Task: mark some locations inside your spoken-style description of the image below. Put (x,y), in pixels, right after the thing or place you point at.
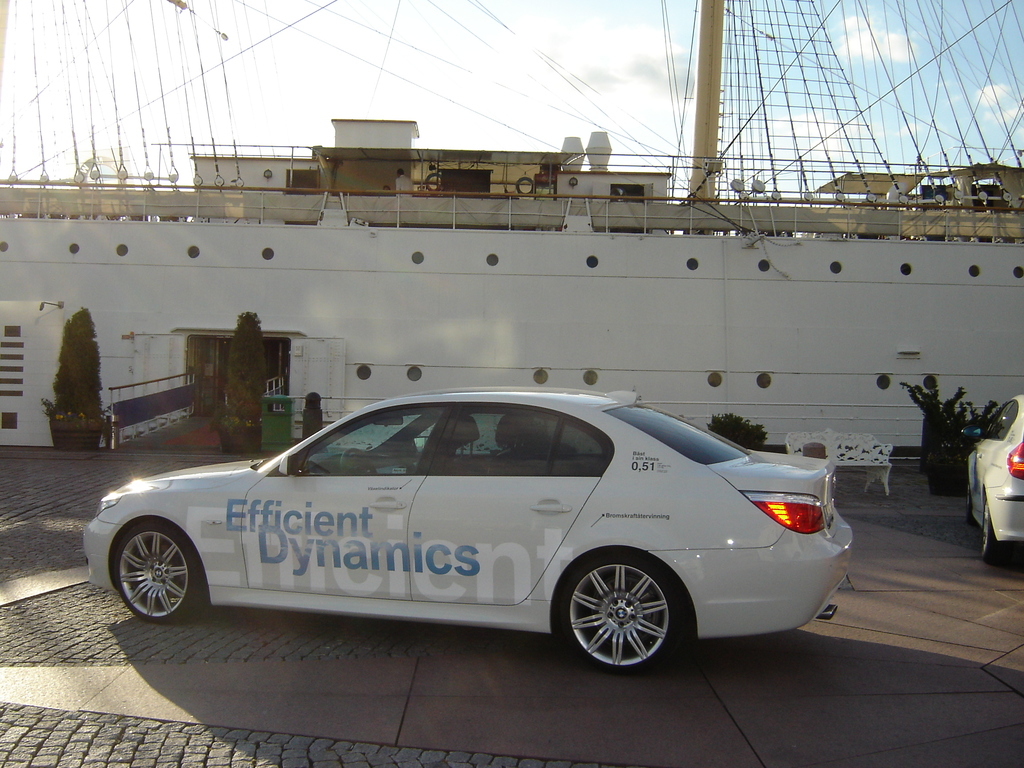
Here in this picture, in the front (635,456) we can see two cars (635,456) present on the ground (924,498) and we can also see a bench (837,456) present and we can see some plants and trees (88,353) also present and beside that we can see a ship (492,272) present, as we can see number of ropes (114,138) hanging over there and we can see rooms (370,162) in the ship (437,178) and we can see clouds (561,89) in the sky (583,72).
